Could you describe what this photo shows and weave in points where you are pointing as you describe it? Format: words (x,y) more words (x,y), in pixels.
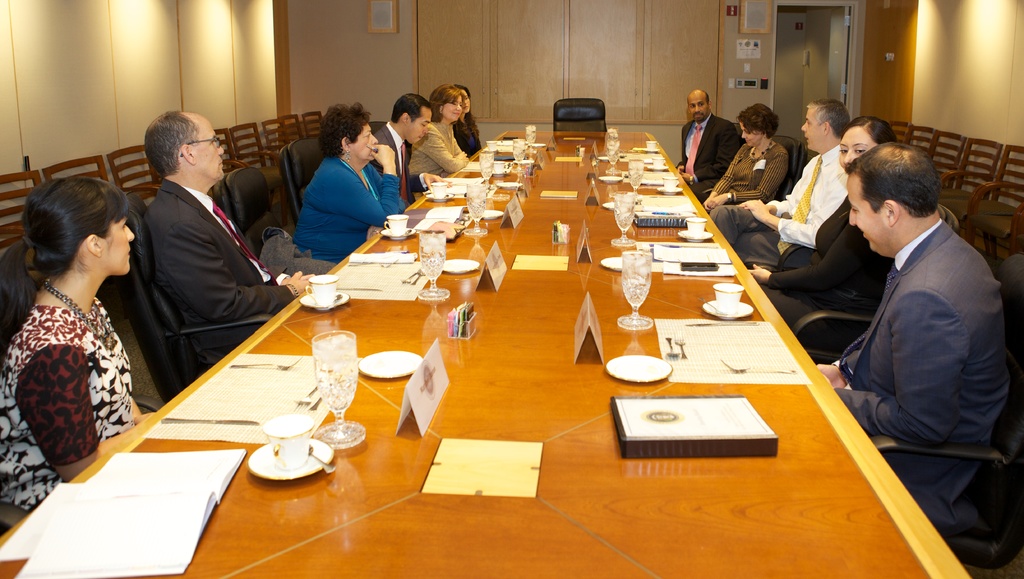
In the image we can see there are people (346,188) who are sitting on chair (249,190) and on table (397,380) there is a wine glass (346,423), menu card (408,407) and plate (467,263).
